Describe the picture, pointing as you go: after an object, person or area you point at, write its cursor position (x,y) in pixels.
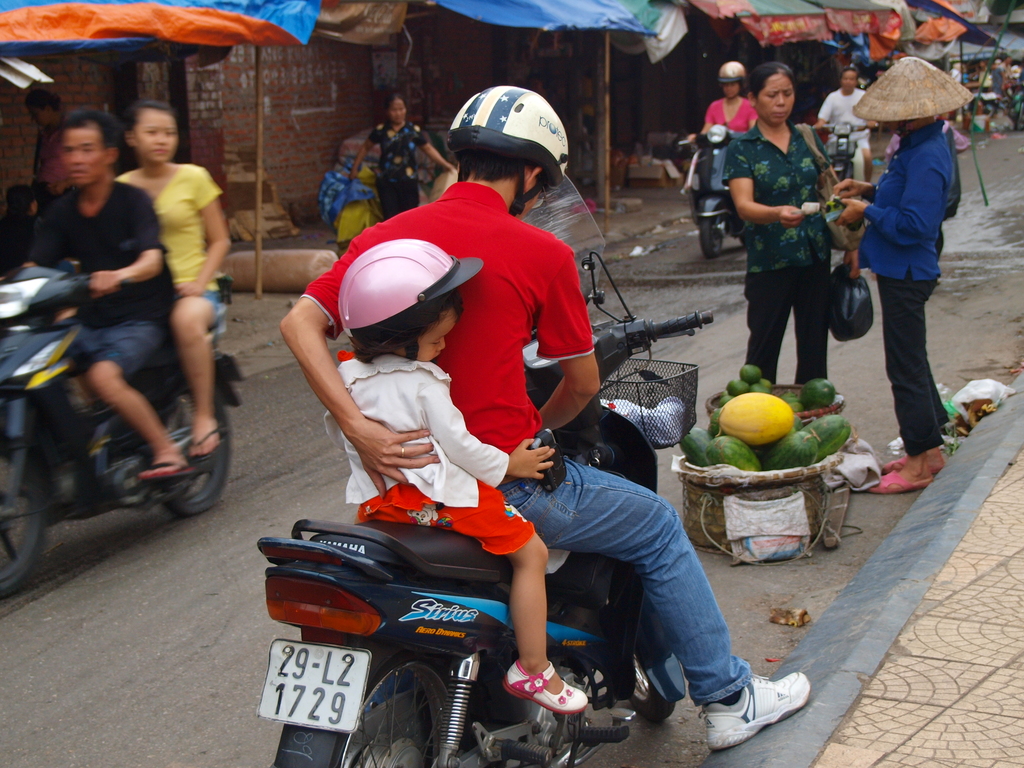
In this picture we can see group of people (186,262), few are standing and few people (534,251) riding motorcycles (594,404), on the right side of the image (743,408) we can see fruits (759,402) in the baskets (795,476), in the background (161,24) we can find tents (885,55).
